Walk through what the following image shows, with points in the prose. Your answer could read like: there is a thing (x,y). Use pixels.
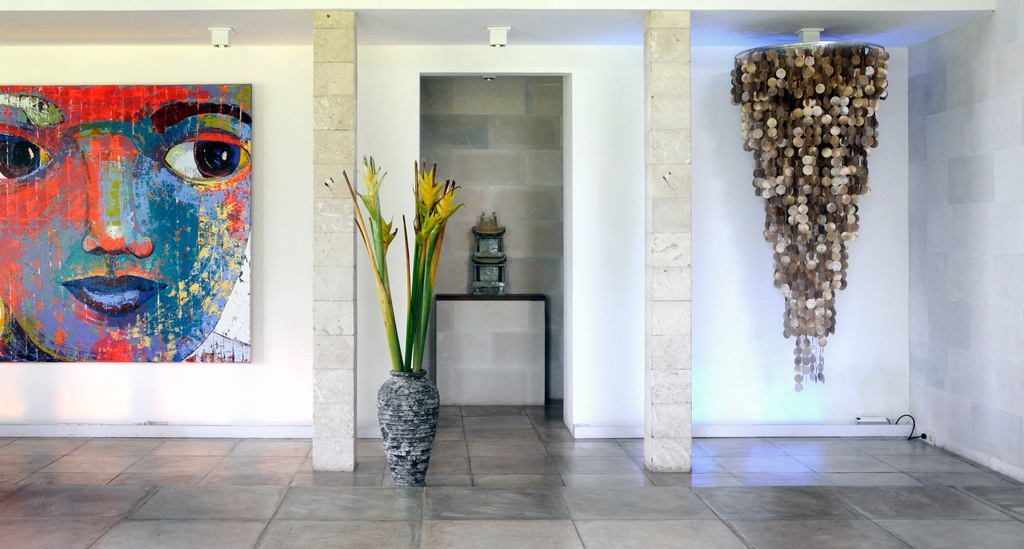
This picture describes about inside view of a room (540,371), in this we can find a flower vase (421,443), chandelier light (788,212) and a painting (248,235) on the wall (285,263).
